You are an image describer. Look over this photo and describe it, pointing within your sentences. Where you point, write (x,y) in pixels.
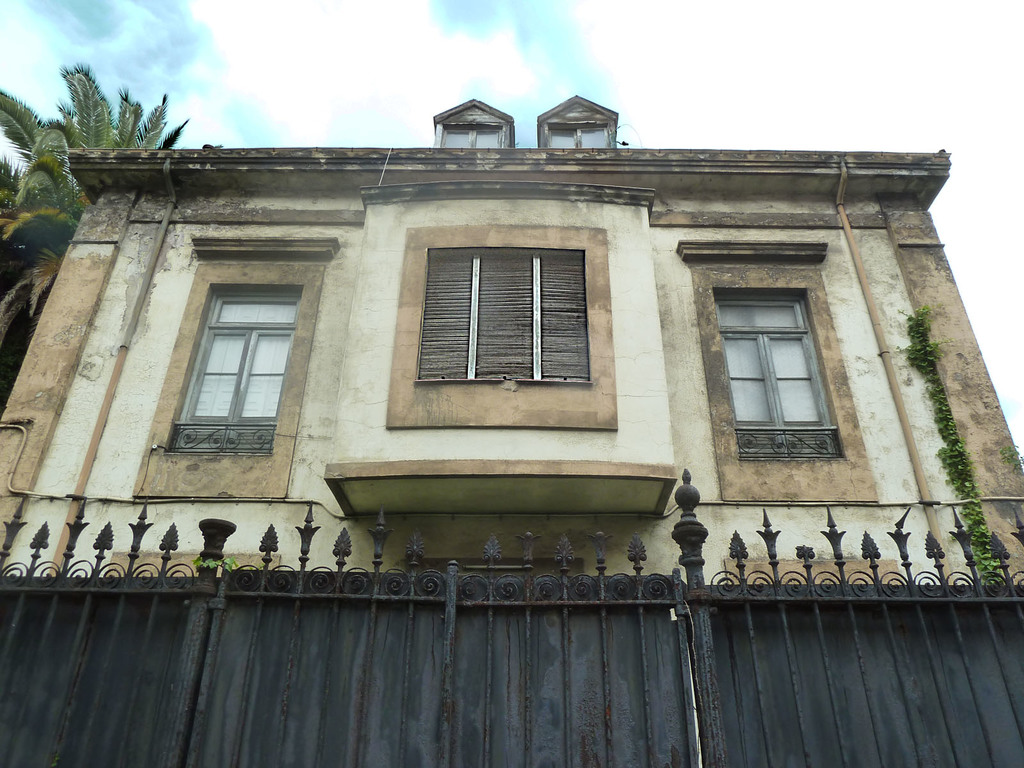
In this image we can see the front view of the building (481,400) with windows (748,365) and also the fence (599,662). On the left (20,179) there is a tree (53,130) and at the top (570,73) we can see the sky (563,49) with clouds (406,62).
